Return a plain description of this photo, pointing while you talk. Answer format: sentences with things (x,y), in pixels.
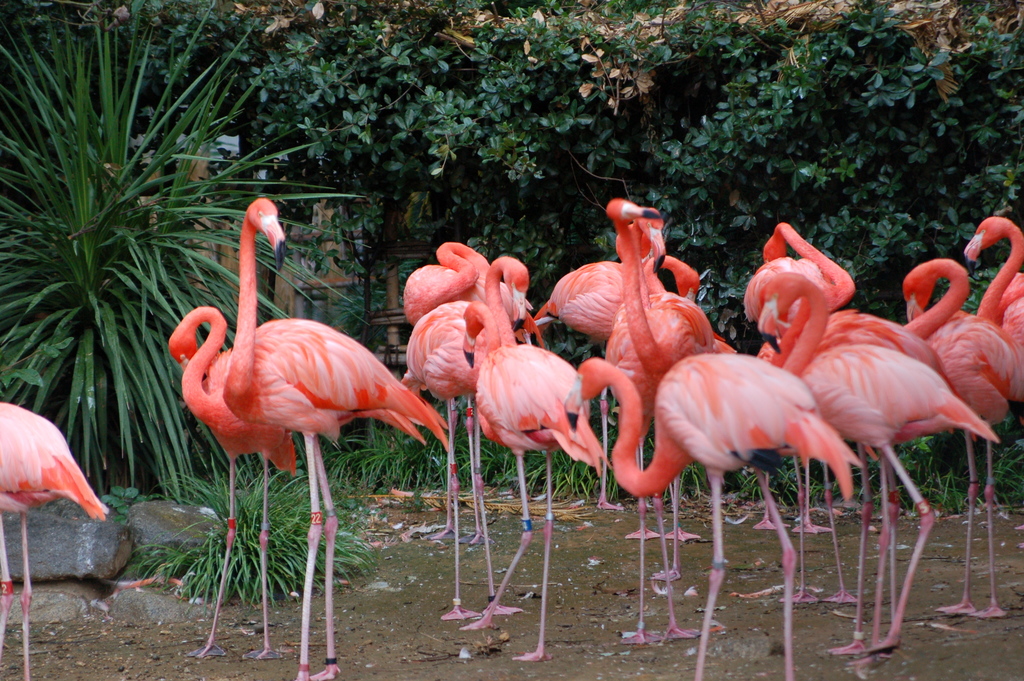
In this picture there are birds (962,275) standing. At the back (766,146) there are trees (842,88) and there is a building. At the bottom (539,581) there is mud (540,558) and there are stones (48,607).
